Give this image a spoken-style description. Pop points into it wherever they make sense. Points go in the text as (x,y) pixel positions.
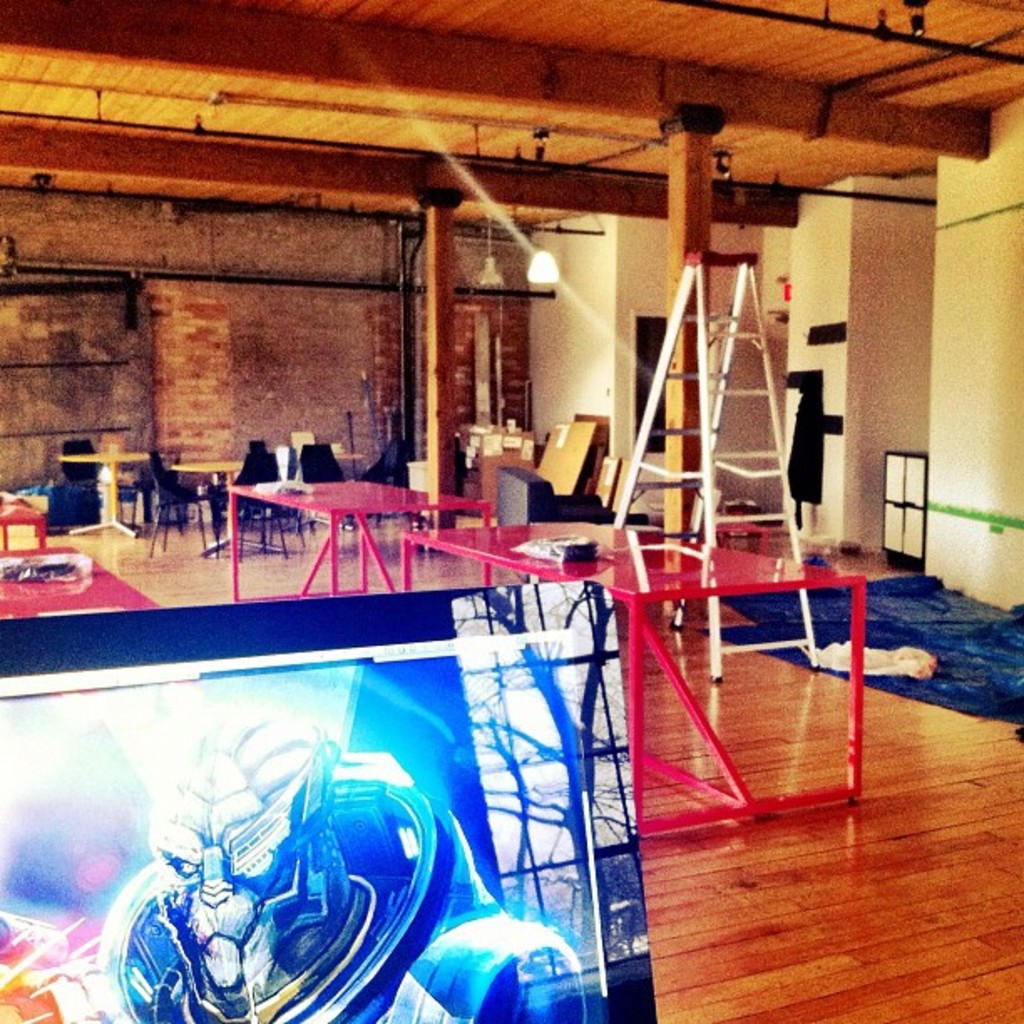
In this image I can see inside view of the building (246,241) and on the floor (684,676) I can see tables (615,549), chair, clothes (976,668), behind the table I can see a stand (641,450), in the bottom left (89,967) there is a board (145,651), on the board (521,836) there is a graphic image (299,804), at the top (192,147) there is a roof (950,28), on the roof (769,0) there is a light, in the middle (682,502) there are poles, beams (762,216) and lights (493,281) visible.
